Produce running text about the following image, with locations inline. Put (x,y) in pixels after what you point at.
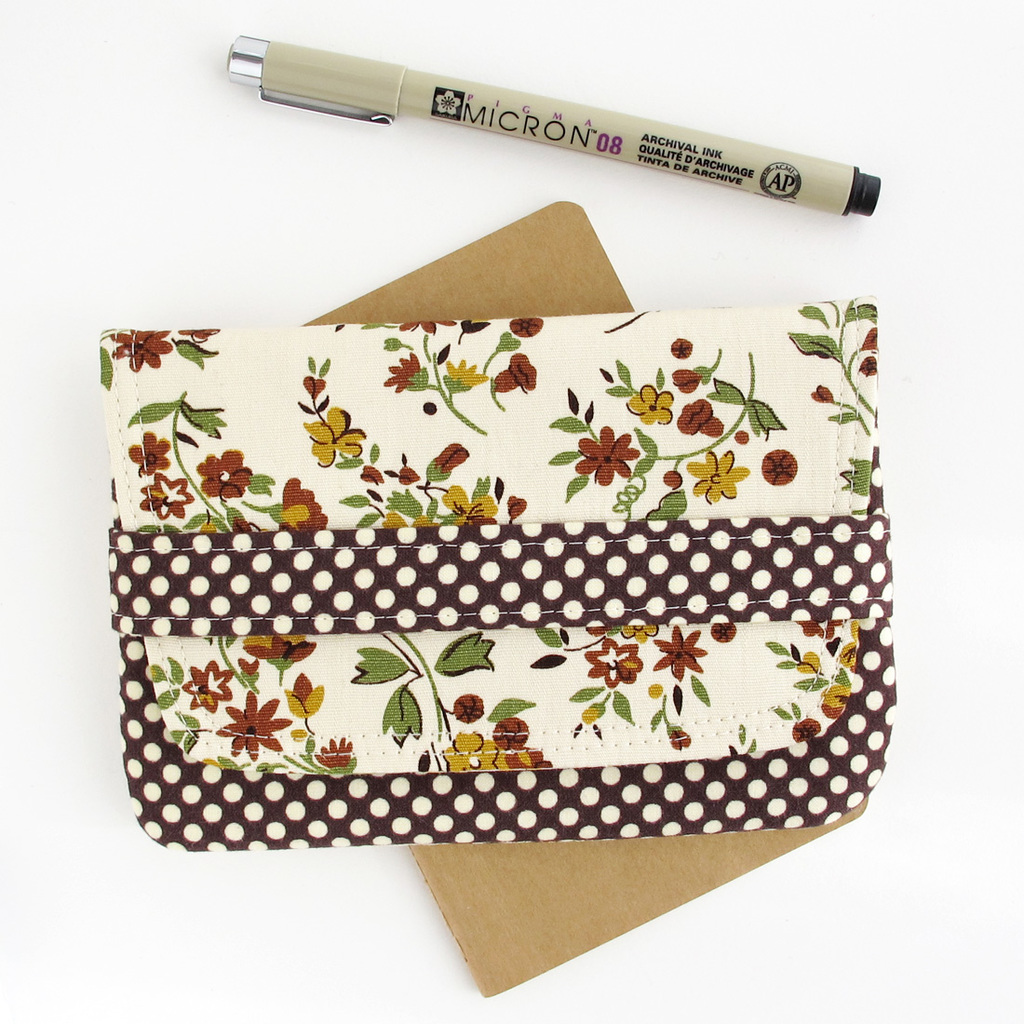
In the foreground of this image (509,614), there is a pen (365,100), cardboard piece (544,258) and a pouch (336,619) like an object (279,732) on the white surface (225,985).
